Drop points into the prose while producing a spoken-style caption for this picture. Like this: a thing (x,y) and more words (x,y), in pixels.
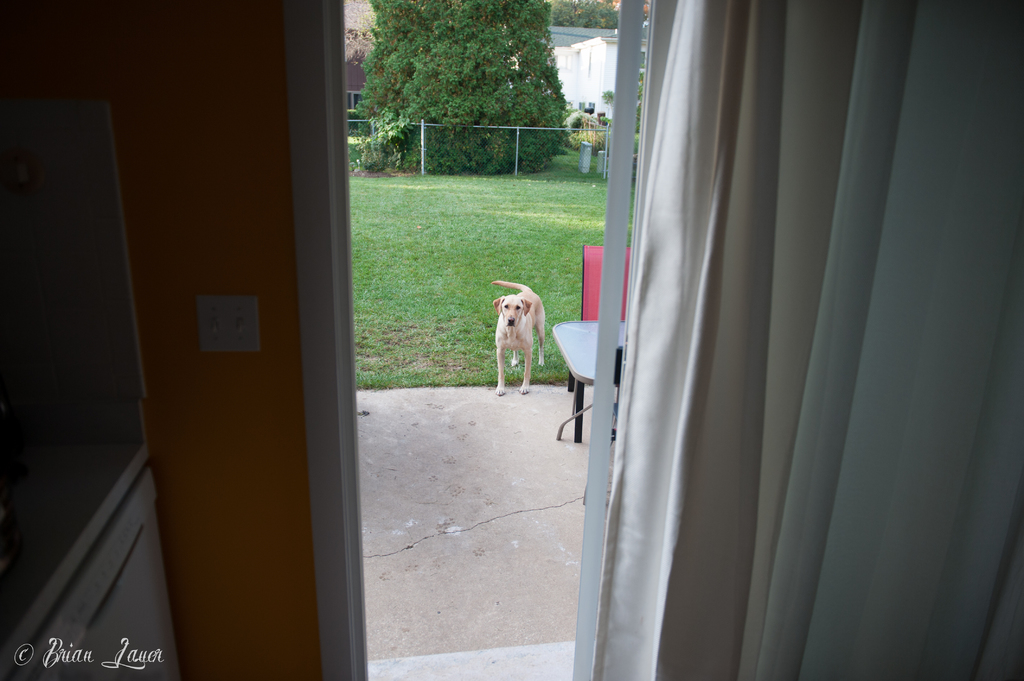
In this picture in the foreground (183,380) there is house (207,366), and in the background (458,93) there are some houses (587,81), trees (416,134), grass (440,301) and tables (578,355), chairs (595,256) and one dog (503,352). At the bottom (449,520) there is a walkway (493,557), and on the right side (708,303) there are some curtains (828,472) and on the left side (161,320) there is a wall (215,367).
